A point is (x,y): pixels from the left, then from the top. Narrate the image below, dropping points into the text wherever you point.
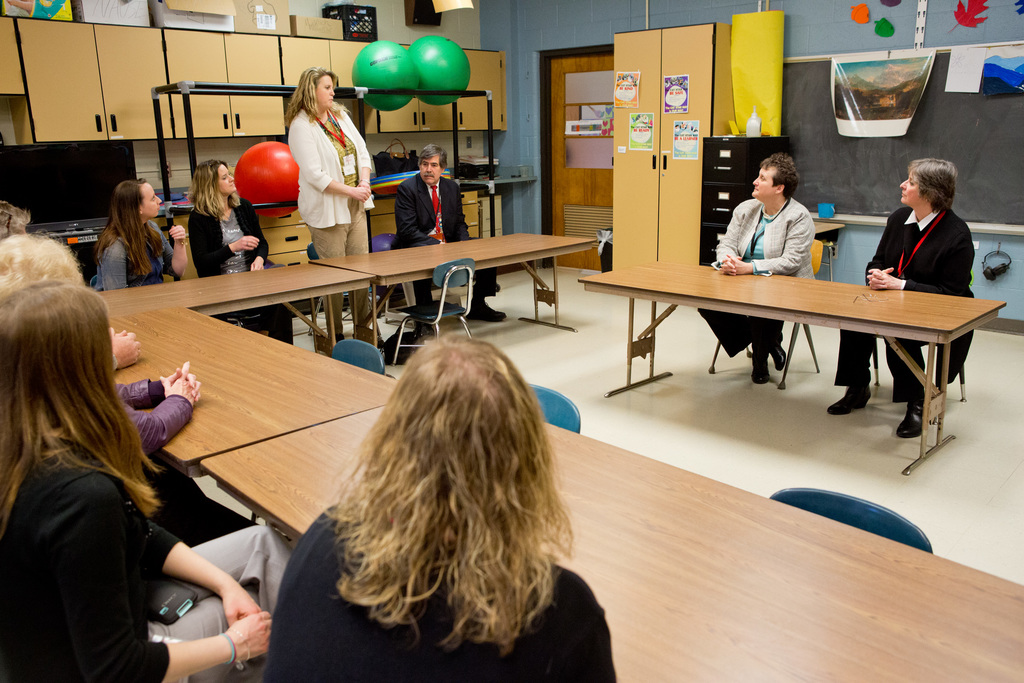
In this image there is a woman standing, and the back ground (895,70) there are group of people (20,216) sitting in chair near the table (959,323), and there is cupboard (658,39), door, balls (388,106), card board box (318,34), photo papers (844,97) attached to blackboard (806,150).
